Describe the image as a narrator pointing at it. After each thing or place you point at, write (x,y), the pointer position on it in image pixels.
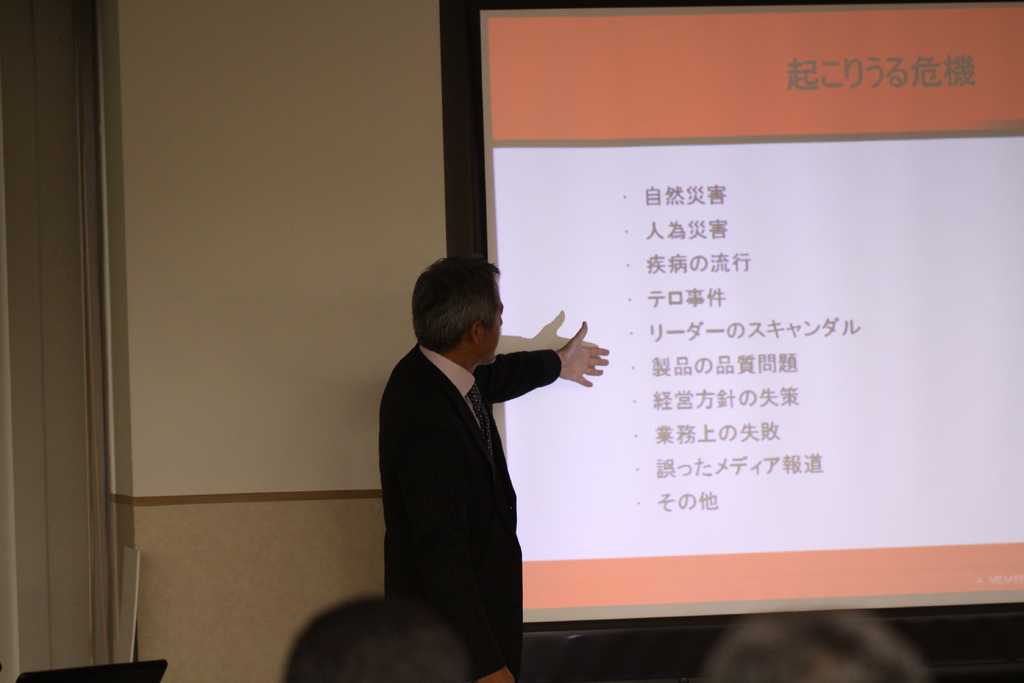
In this image we can see a person (437,416) pointing to a screen (736,333) which has text (717,227) on it, there are heads (752,629) of people (417,649), there is an object (112,680) in the bottom left corner of the image (134,664) which looks like a laptop (119,667), also we can see the wall (143,650).
